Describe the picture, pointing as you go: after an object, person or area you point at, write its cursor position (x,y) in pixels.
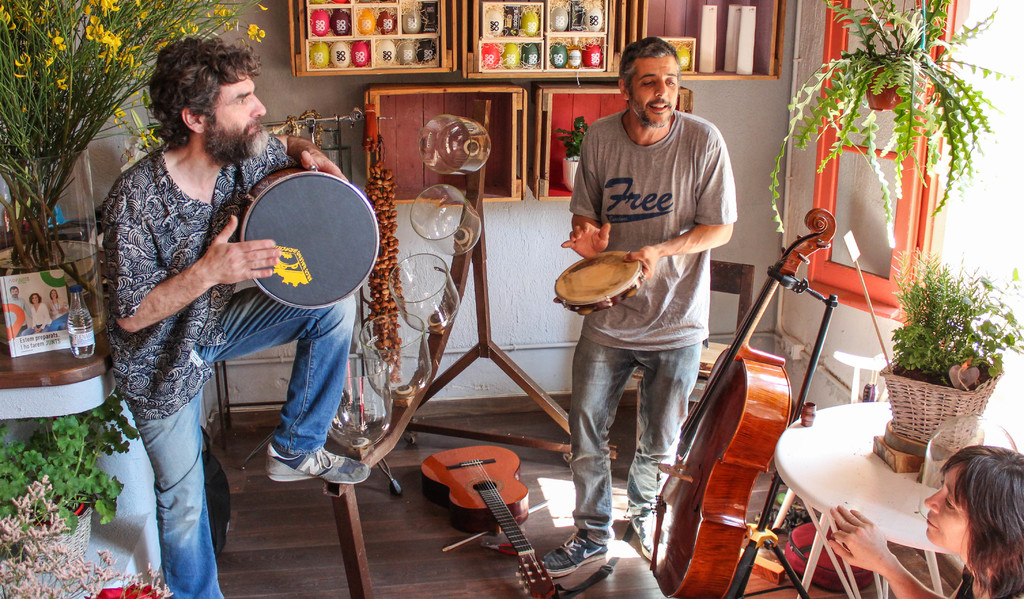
In this image I can see two persons (198,168) playing few musical instruments (585,295). In front (979,581) I can also see the other person (1005,593) sitting and I can also see few musical instruments (738,550) and plants (914,77) in green color, background (386,57) I can see few objects (503,27) on the racks (417,63) and the wall (538,282) is in white color.
